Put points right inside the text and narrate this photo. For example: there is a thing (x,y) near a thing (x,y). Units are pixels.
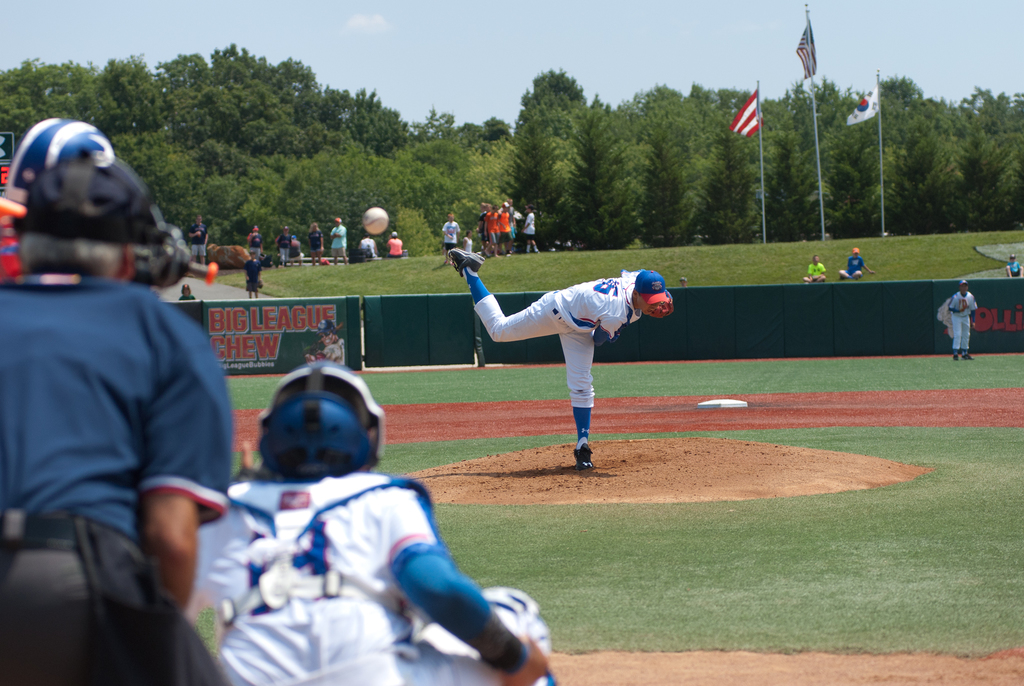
On the left side (211,538), there are two persons (222,571) in different color dresses (350,476), bending. In front of them, there is a person (566,329) bowling on the ground (592,468), on which there is grass (880,382). In the background (936,343), there is another person (960,318) standing, there is a green color fence (840,306), there are persons (252,238), flags (810,41) attached to the poles (819,159), trees (192,90) and there are clouds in the sky (307,15).
